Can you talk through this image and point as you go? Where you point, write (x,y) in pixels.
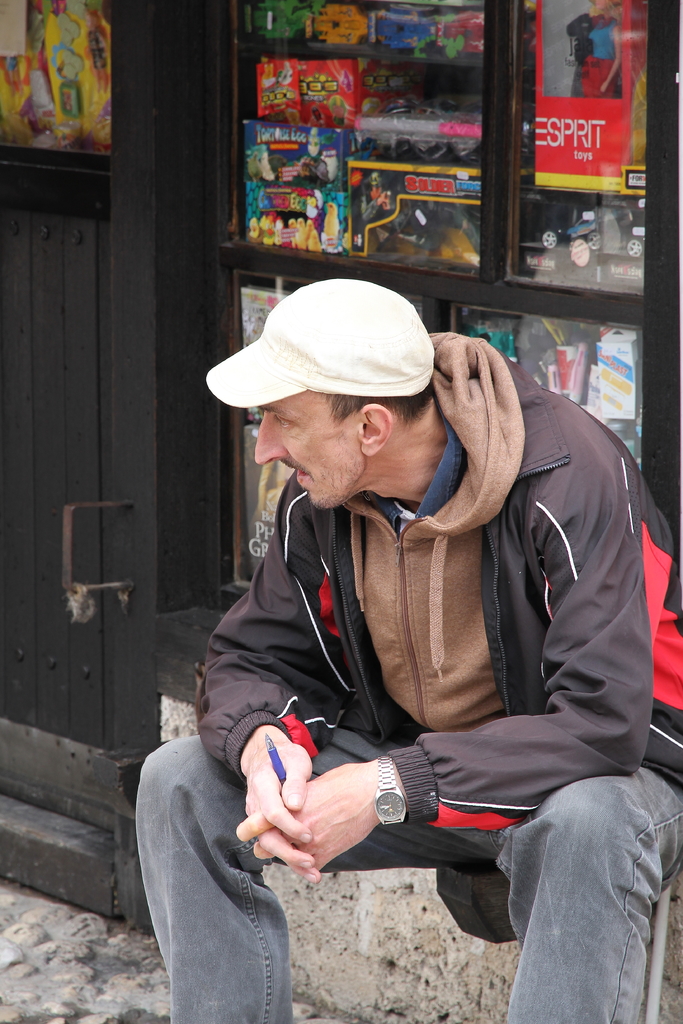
In the image we can see a man (364,470) sitting, wearing clothes (422,627), wrist watch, cap (220,390) and the man (236,749) is holding a pen (281,771) in hand (270,784). Here we can see the door (121,385) and it looks like a shop (355,127).
